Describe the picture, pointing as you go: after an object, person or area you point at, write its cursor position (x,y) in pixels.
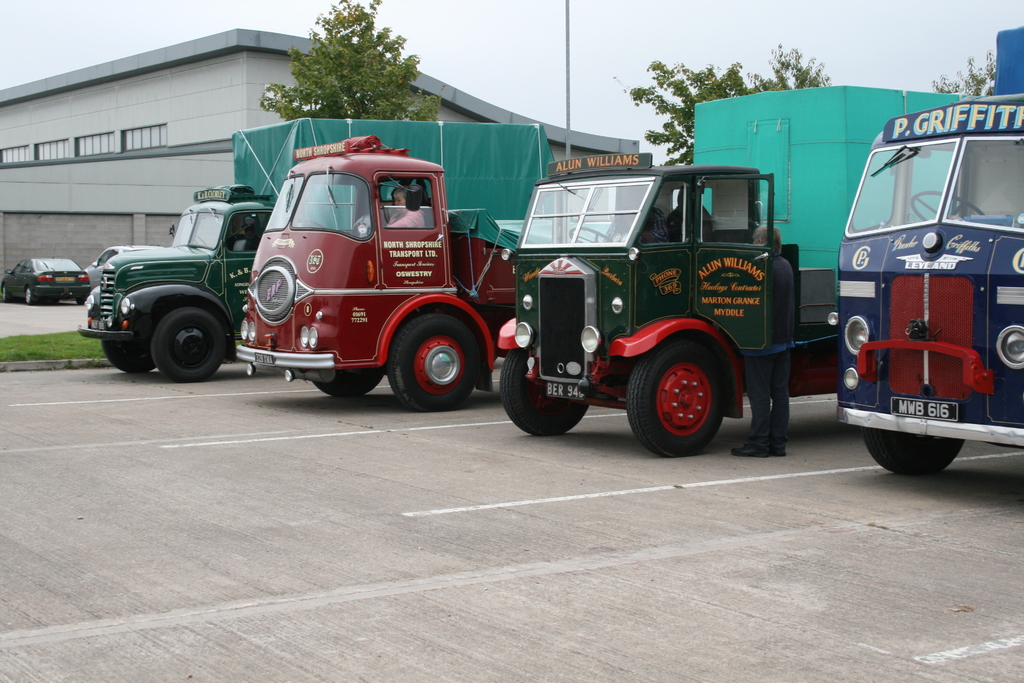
This picture is clicked outside. On the right (707,383) we can see the vehicles (411,272) seems to be parked on the ground (735,468) and we can see a person (779,448) standing on the ground (759,465) and we can see a person (413,216) sitting in the vehicle (383,281) and we can see the text (414,273) on the vehicles (687,303). In the background (58,29) we can see the sky (106,10), building (148,140), trees (374,95), pole (568,36), green grass (45,345) and some objects (473,154).
